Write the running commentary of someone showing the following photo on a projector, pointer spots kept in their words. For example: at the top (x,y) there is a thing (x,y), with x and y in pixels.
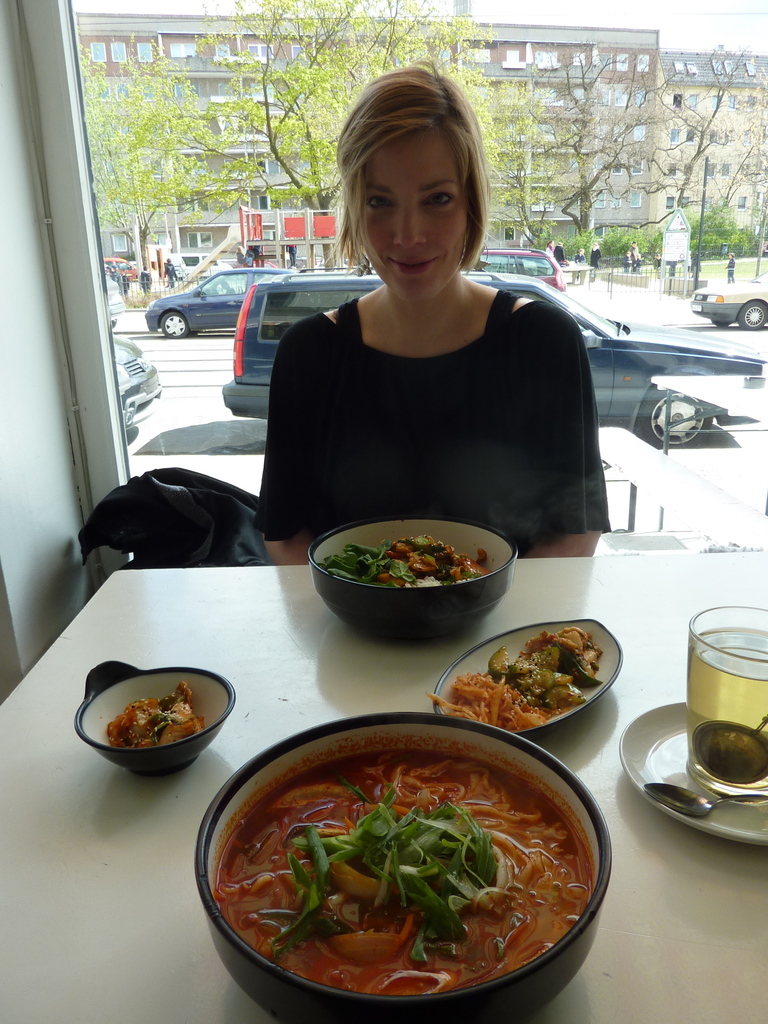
In this image, there is a white color table (254,639), on that table (101,964) there are some bowls (198,746) and there is a white color plate (685,782), in that plate (685,768) there are some spoons (700,808) and there is a glass (692,716), there is a woman (381,371), she is sitting on a chair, at the background (683,184) there is a glass window (711,446) and there are some cars (661,441) and there are some tree (534,155) and there are some buildings (534,93).
